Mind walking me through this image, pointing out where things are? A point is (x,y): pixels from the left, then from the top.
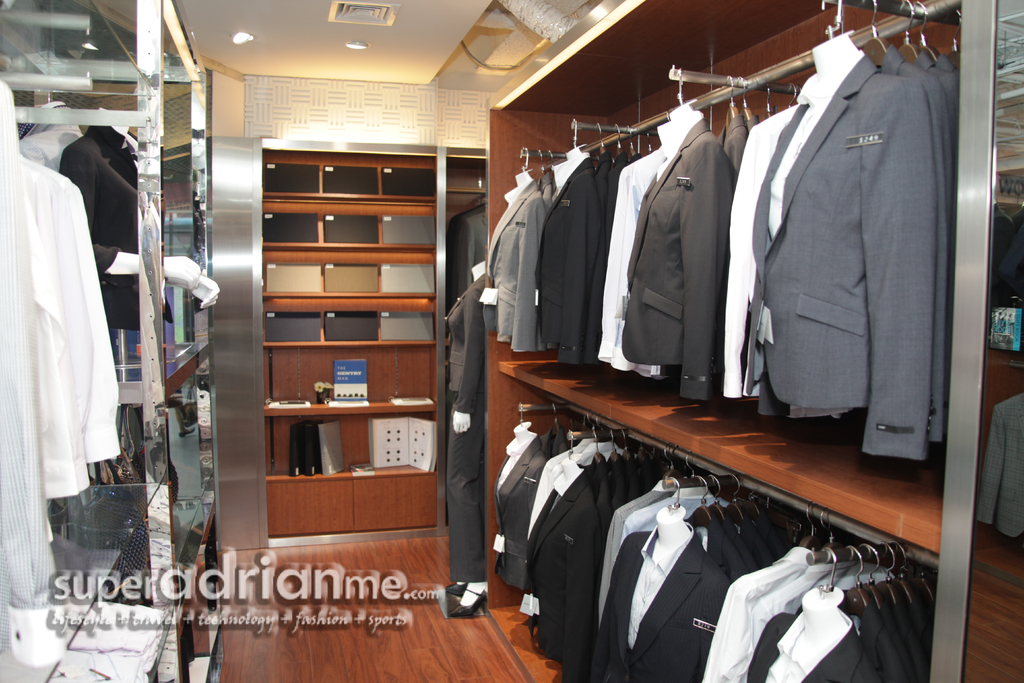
This picture is clicked inside the room (371,229). In the right corner (858,29) we can see a wardrobe (865,18) containing the suits (758,226) and some clothes (694,135) hanging on the metal rods (727,96) with the help of the hangers (683,102) and we can see the mannequins (96,177) wearing clothes (103,177) and we can see the closet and wooden cabinet (307,370) containing some items (298,443) and we can see some other items (388,426). In the bottom left corner (196,601) we can see the watermark (397,579) on the image. At the top (303,46) there is a roof (306,52) and the ceiling lights (251,35).
